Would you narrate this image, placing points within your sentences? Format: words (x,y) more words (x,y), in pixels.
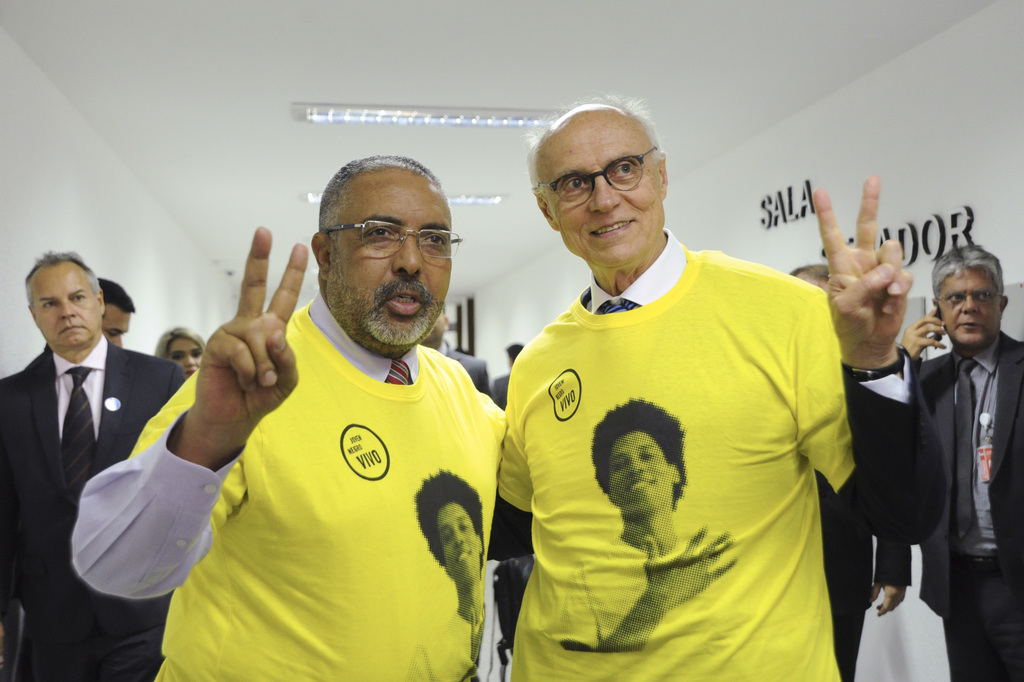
Here we can see two persons (453,649) are posing to a camera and they have spectacles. In the background (20,235) we can see few persons (1016,539), lights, and wall (796,226).
